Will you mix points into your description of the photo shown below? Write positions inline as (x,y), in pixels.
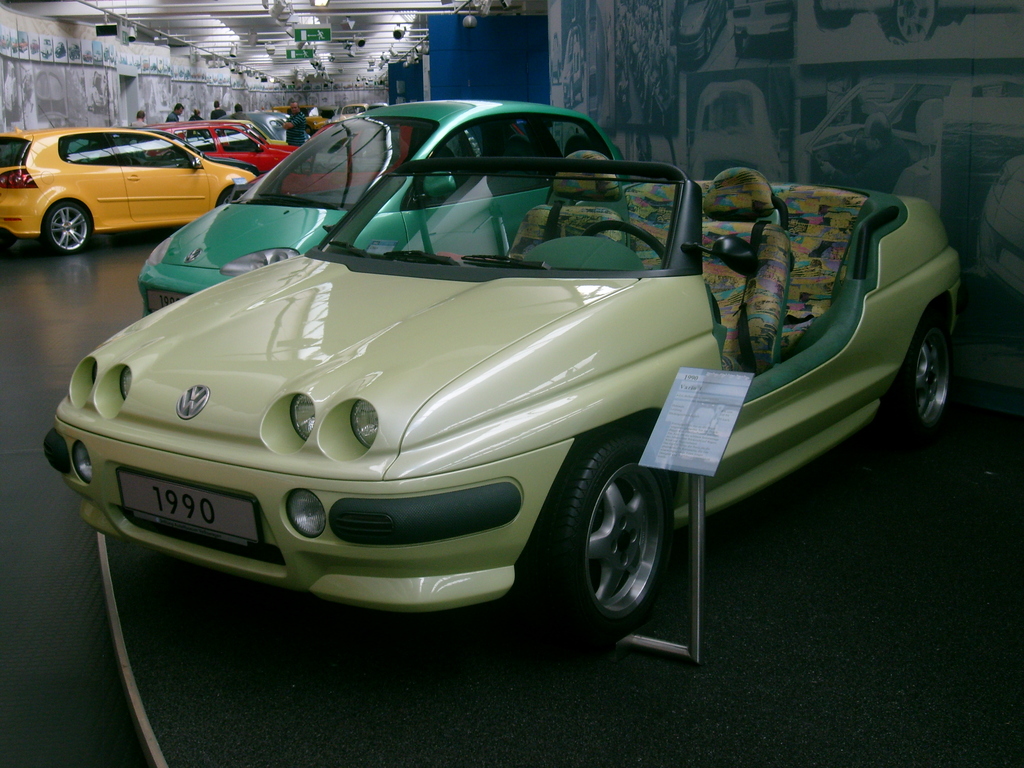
In the image there are many cars (271,192) and in the background (291,104) there are some people (219,114) around the cars (286,265).
